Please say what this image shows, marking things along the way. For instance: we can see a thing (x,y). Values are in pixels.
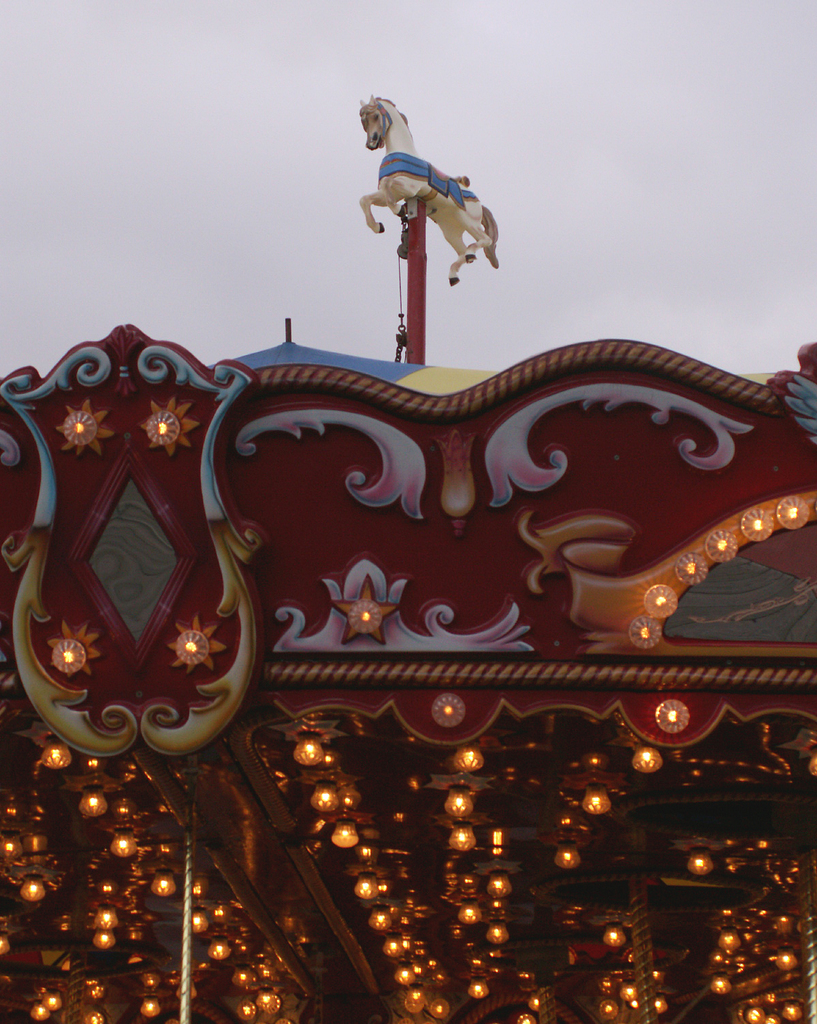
In this image there is an amusement park ride (317,563) called as carousel with lights (149,1014), there is a toy horse (390,164) on the top (393,150), and in the background (782,242) there is sky (272,205).
